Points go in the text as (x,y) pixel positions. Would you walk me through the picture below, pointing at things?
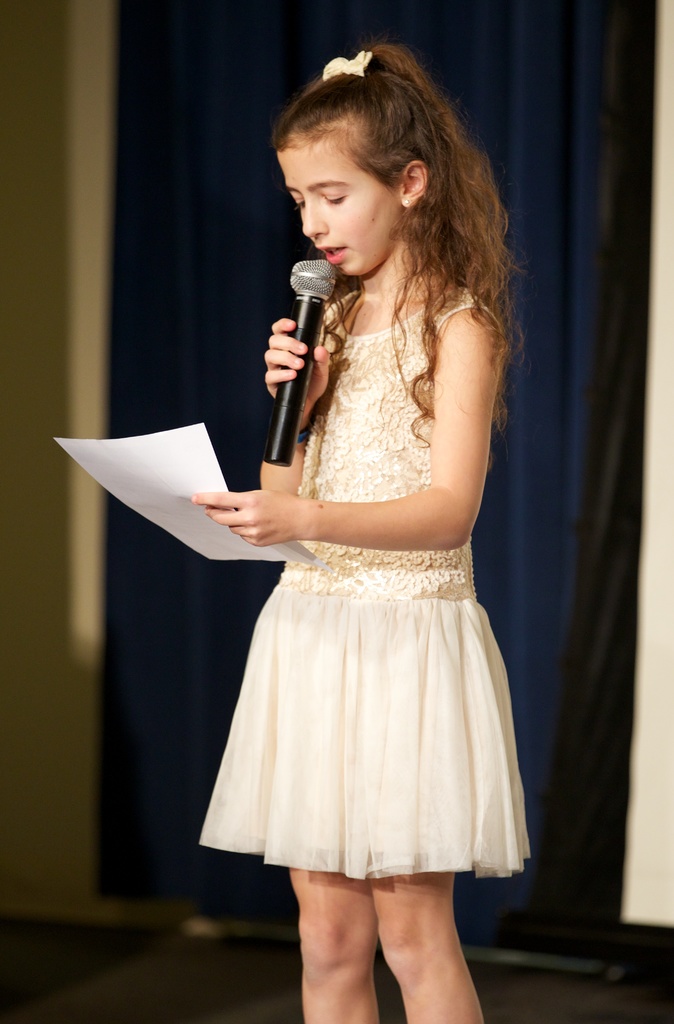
In this image we can see a girl (479,666) wearing white dress (424,482) is holding a mic (292,398) in her right hand (306,420) and paper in her left hand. In the background (538,534) we can see blue curtains (549,598).
